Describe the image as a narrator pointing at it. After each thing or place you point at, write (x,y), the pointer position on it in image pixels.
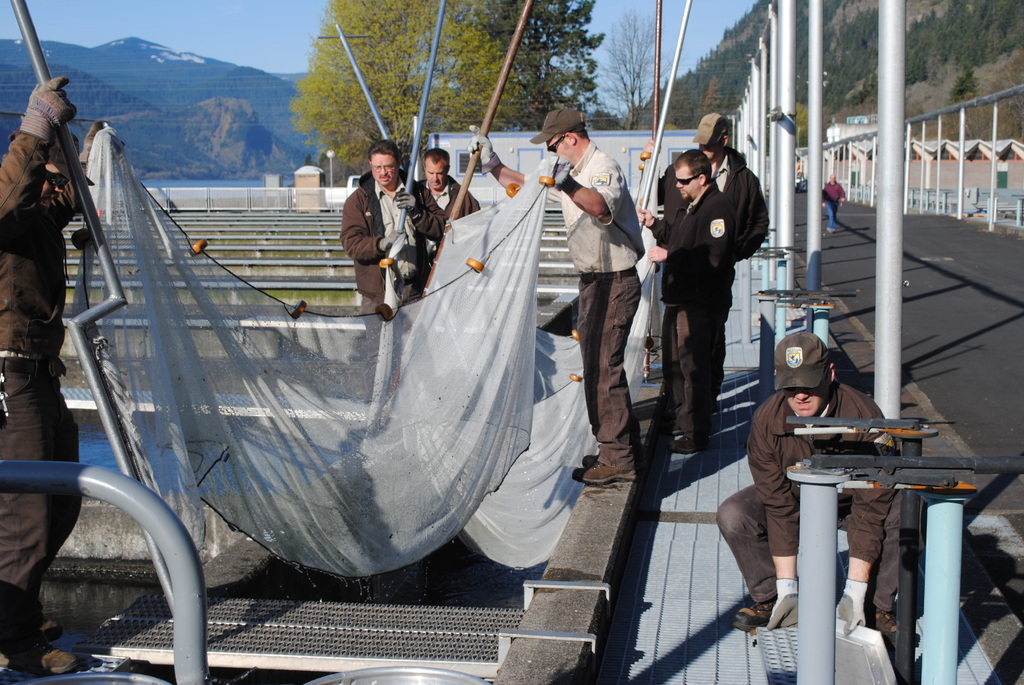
There is a group of persons (428,223) standing and holding a white color net (394,388) in the middle of this image (678,272), and there are some persons (804,438) on the right side of this image (783,412). There are some trees (454,94) and mountains (252,91) in the background (682,88). There is a road (922,319) on the right side of this image (937,234).
